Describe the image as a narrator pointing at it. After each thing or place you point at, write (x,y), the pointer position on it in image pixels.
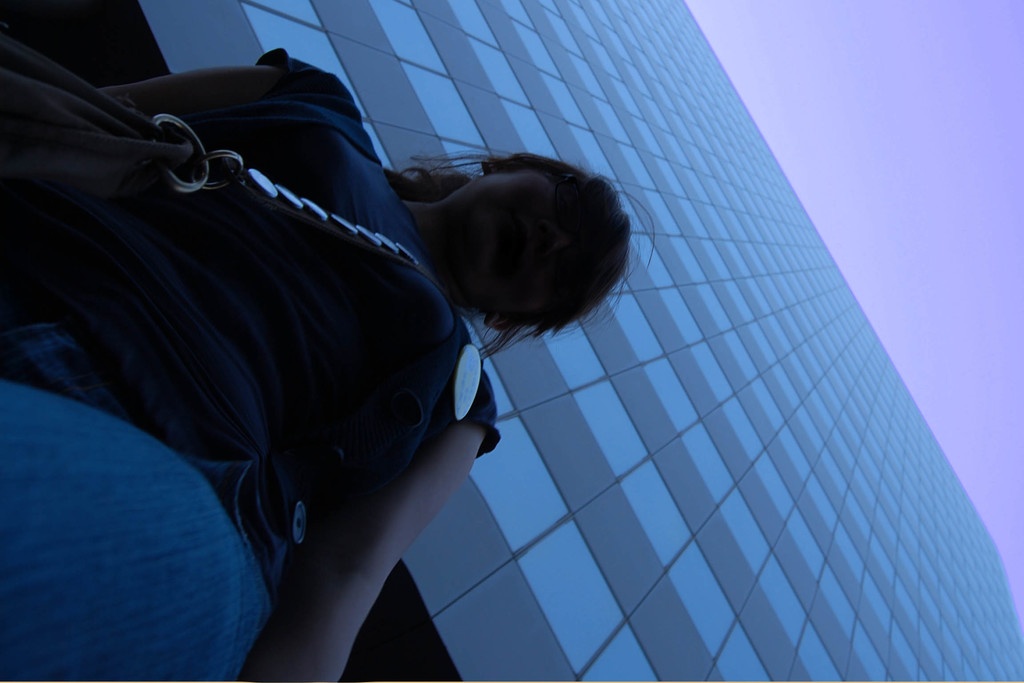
In this image I can see a woman (222,293) is standing. In the background (664,324) I can see a building (716,352) and the sky (917,160).
